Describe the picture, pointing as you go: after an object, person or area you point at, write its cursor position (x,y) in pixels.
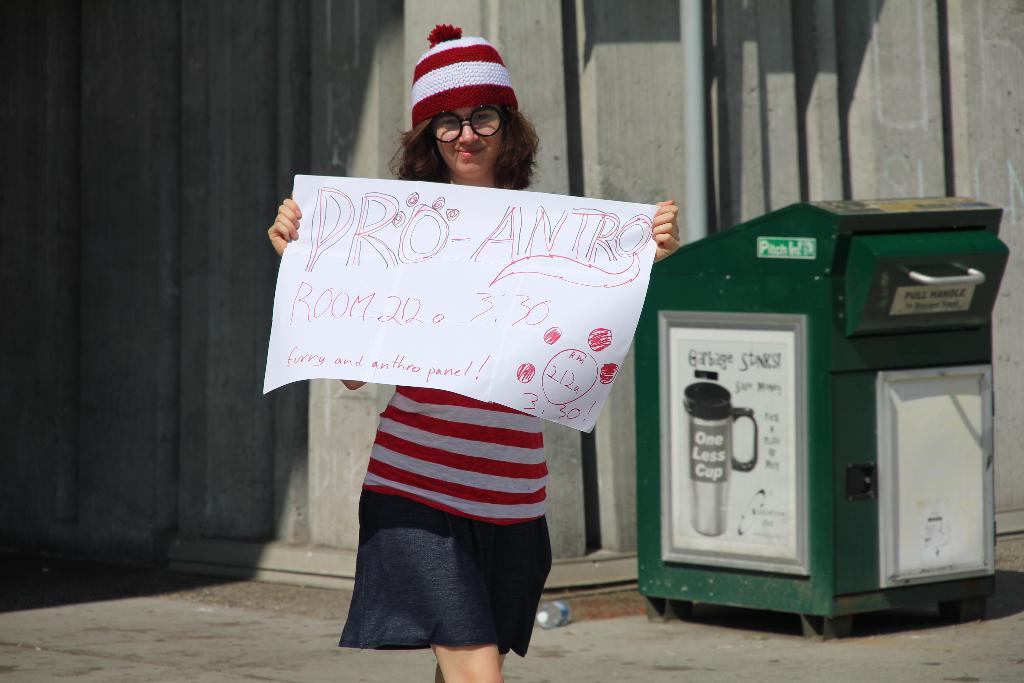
In this image I can see a woman (511,629) is holding a poster (461,301) in hand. In the background (665,120) I can see a wall (533,65), pipe (693,32) and a box (731,469). This image is taken on the road (325,622).
